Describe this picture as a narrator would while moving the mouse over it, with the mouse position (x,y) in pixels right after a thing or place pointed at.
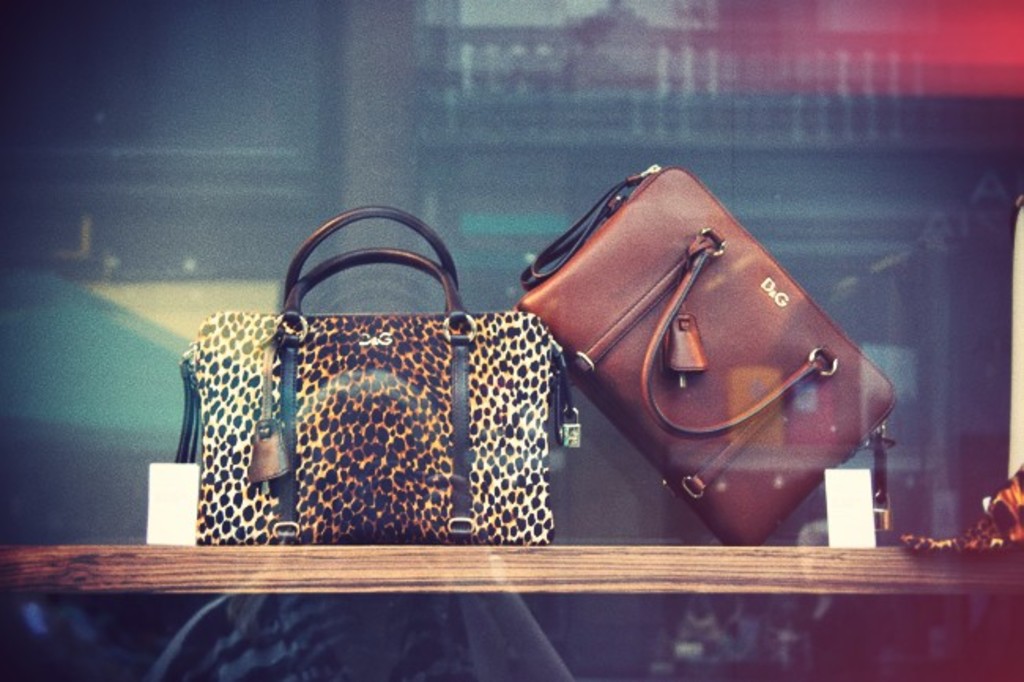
In this picture we can see two bags (449,290) on the table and this bags (475,513) we can see from the glass (252,243) and tags (862,538) are attached to this bags (775,446).
